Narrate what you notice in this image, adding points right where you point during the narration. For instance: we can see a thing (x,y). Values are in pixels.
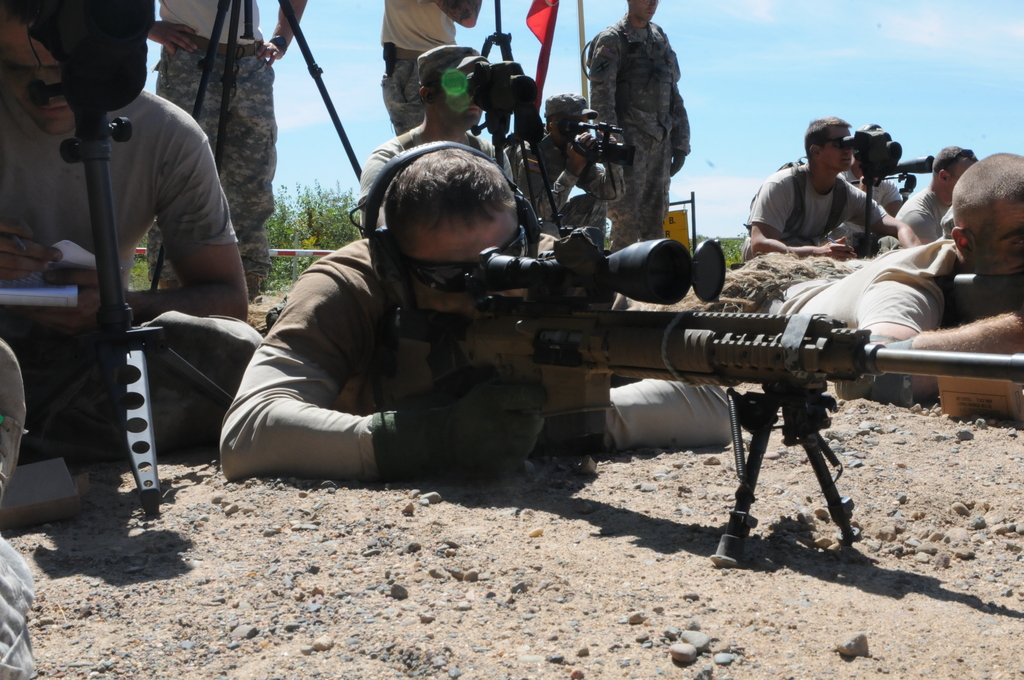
In the center of the image (662,428) we can see two persons (886,295) are lying on the ground (954,446) and holding the guns (503,350). On the left side of the image (207,320) we can see a man (15,164) is sitting and holding a book (67,299) and writing, in-front of him we can see a stand (147,435). In the background of the image (491,130) we can see some persons (638,138) are sitting and some of them are standing and some of them are holding the cameras (607,127). And also we can see stand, flag (545,40), pole (581,7), plants (330,233). At the top of the image (721,84) we can see the clouds (929,29) are present in the sky (750,96). At the bottom of the image (440,573) we can see the ground (513,550).
